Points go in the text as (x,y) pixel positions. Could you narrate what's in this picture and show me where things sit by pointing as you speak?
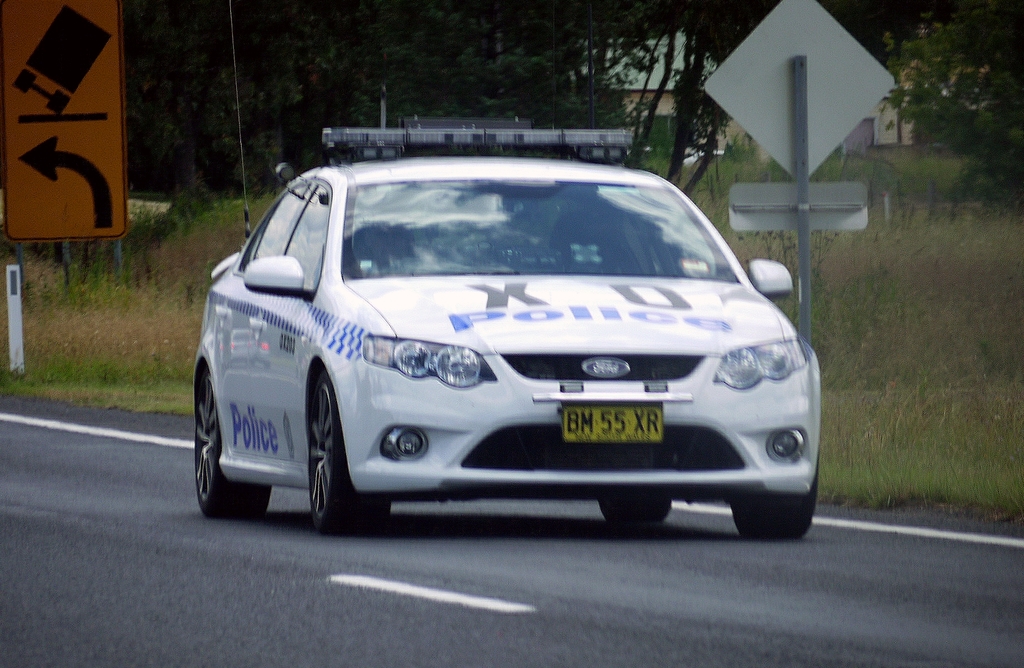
In this picture, we can see a vehicle (509,351), road (901,524), ground (899,336) with grass (896,333), plants (125,289), trees (919,119), poles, sign boards (59,66), and we can see buildings (882,102).
